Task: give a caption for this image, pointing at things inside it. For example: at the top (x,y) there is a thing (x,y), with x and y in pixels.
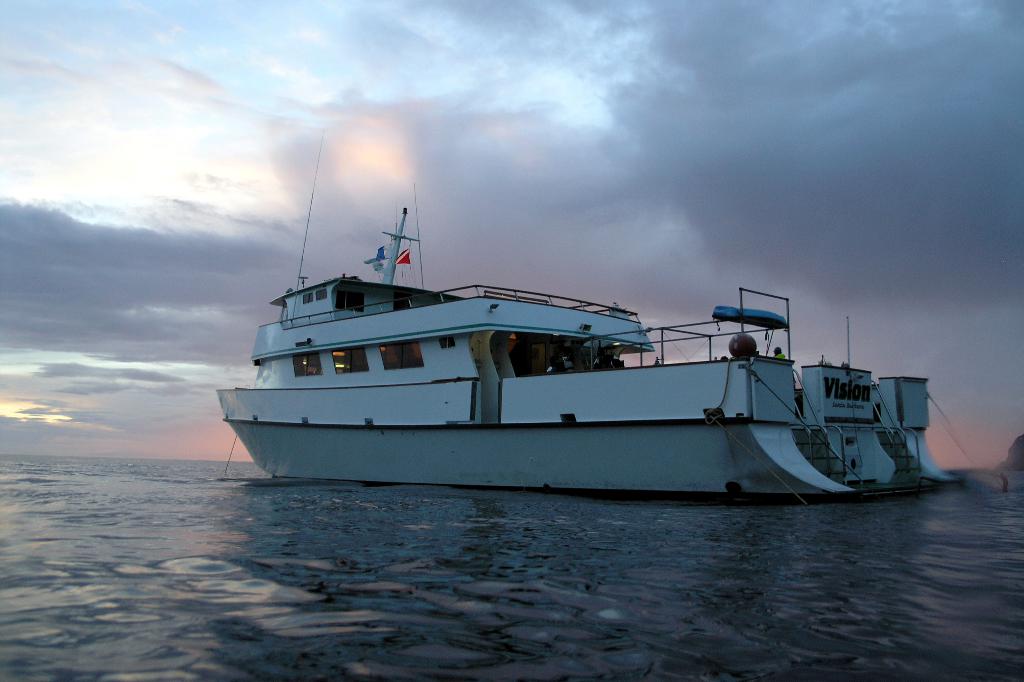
At the bottom of the picture (231,532), we see water (367,536) and this water (464,518) might be in the sea (296,531). In the middle of the picture (453,342), we see a boat (441,406) in white color is sailing on the water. In the background (524,257), we see the sky (611,215).
